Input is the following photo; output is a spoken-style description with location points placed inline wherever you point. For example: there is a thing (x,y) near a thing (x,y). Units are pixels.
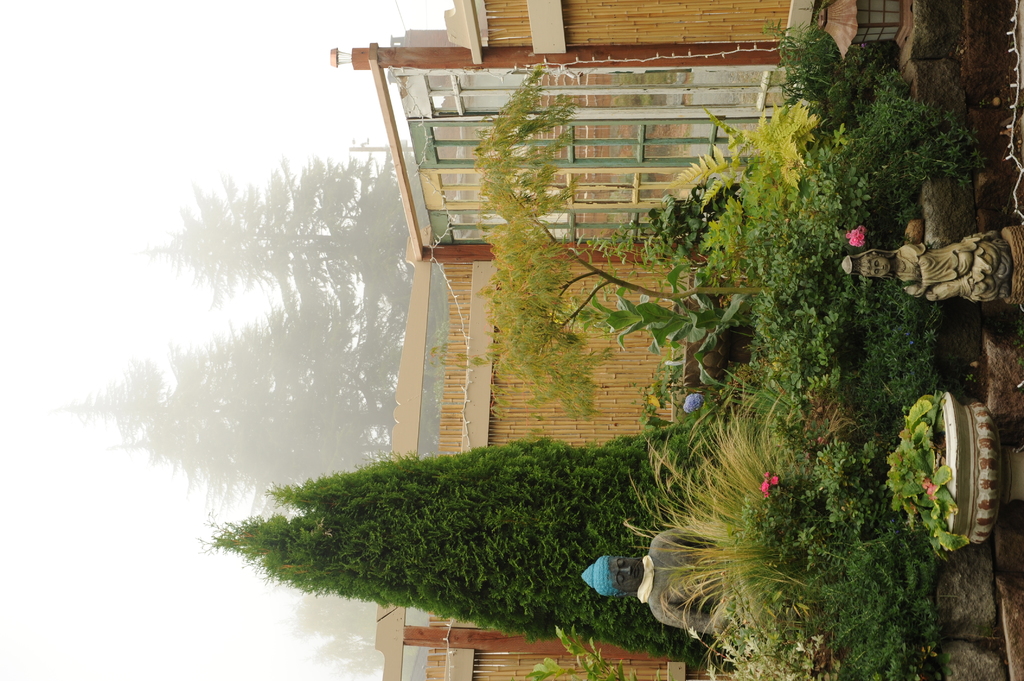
On the right side of the picture (890,270), we see a statue (939,296). Beside that, we see a plant (940,526) or a flower pot (965,447). Behind that, we see plants (820,489). At the bottom of the picture (732,546), we see the statue of Buddha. Behind that, there are trees (528,386). At the top of the picture (440,117), we see a building (453,59) which is made up of wood (578,21). Behind the trees (579,374), we see a wooden fence (631,413). On the left side (308,458), there are trees (332,307) which are covered with fog (112,357).
